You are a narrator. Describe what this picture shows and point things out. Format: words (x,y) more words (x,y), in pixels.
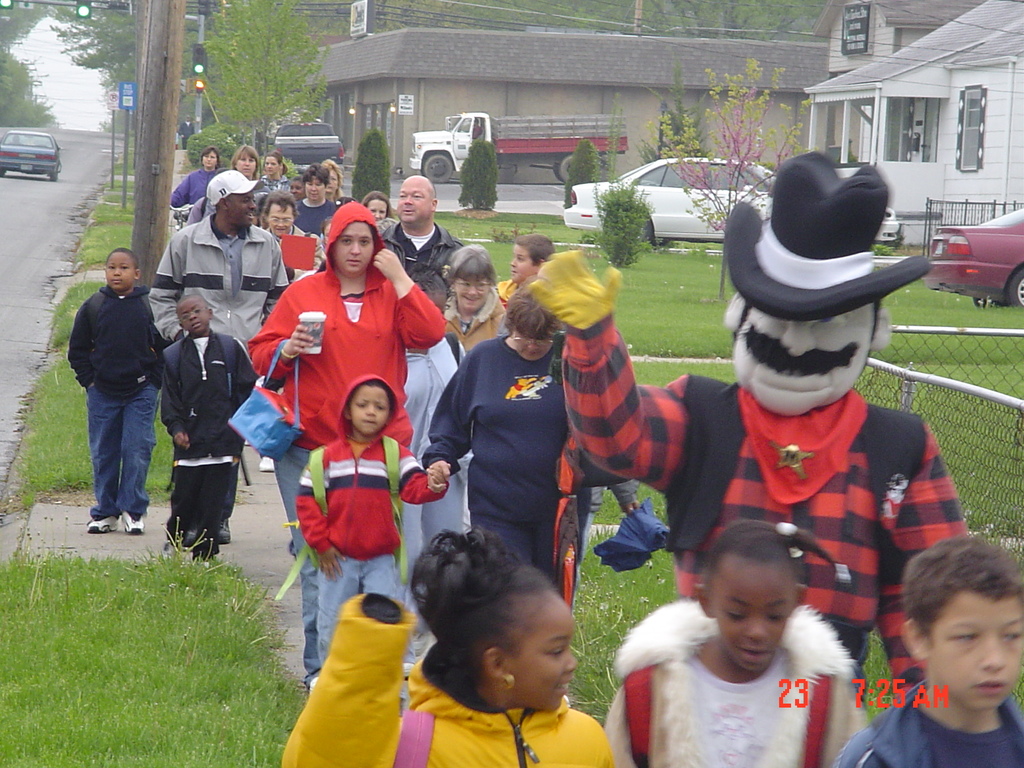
In the front of the image (377,430) there are people (388,422), grass (164,443), mesh (955,430) and objects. Among them one person (723,398) wore a costume (783,222) and few people (462,427) are holding objects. In the background of the image (510,143) there are buildings (525,68), vehicles (57,152), roads (102,159), signal lights (193,90), poles (155,87), boards (114,92), trees (250,69) and objects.
